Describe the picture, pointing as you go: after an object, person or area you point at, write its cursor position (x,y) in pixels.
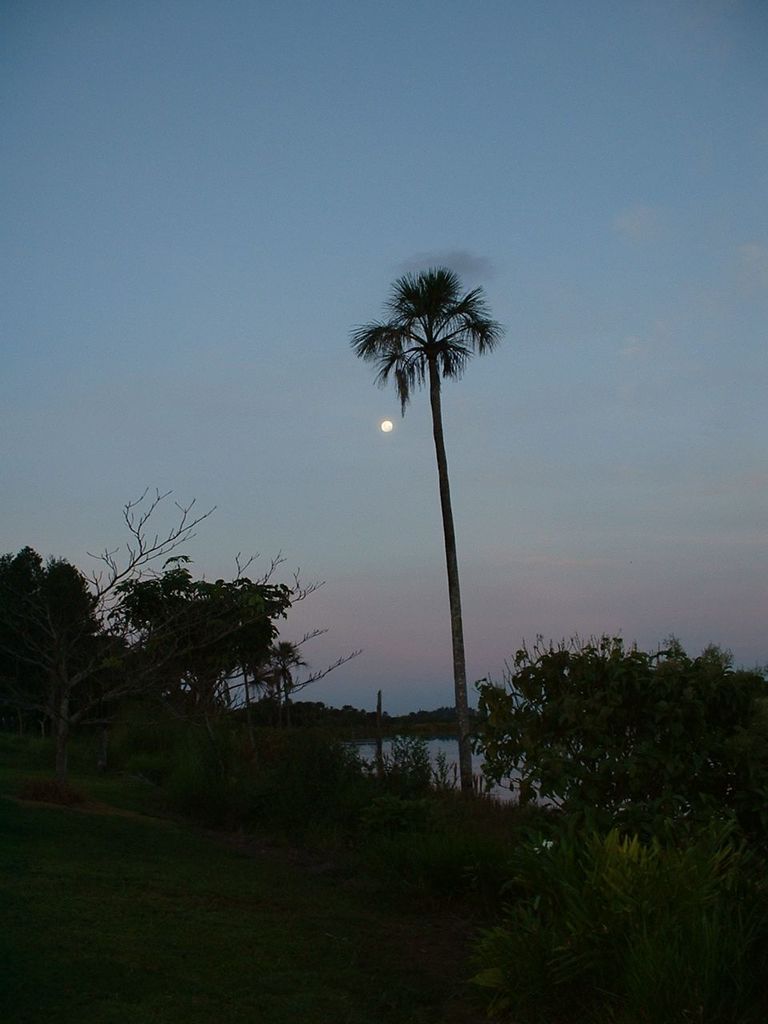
In this image in the center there is grass (225,902) on the ground (267,846) and there are plants (350,817). In the background (189,699) there are trees (456,711) and the sky (566,465) is cloudy and there is a moon (385,428) visible in the sky (370,428).
